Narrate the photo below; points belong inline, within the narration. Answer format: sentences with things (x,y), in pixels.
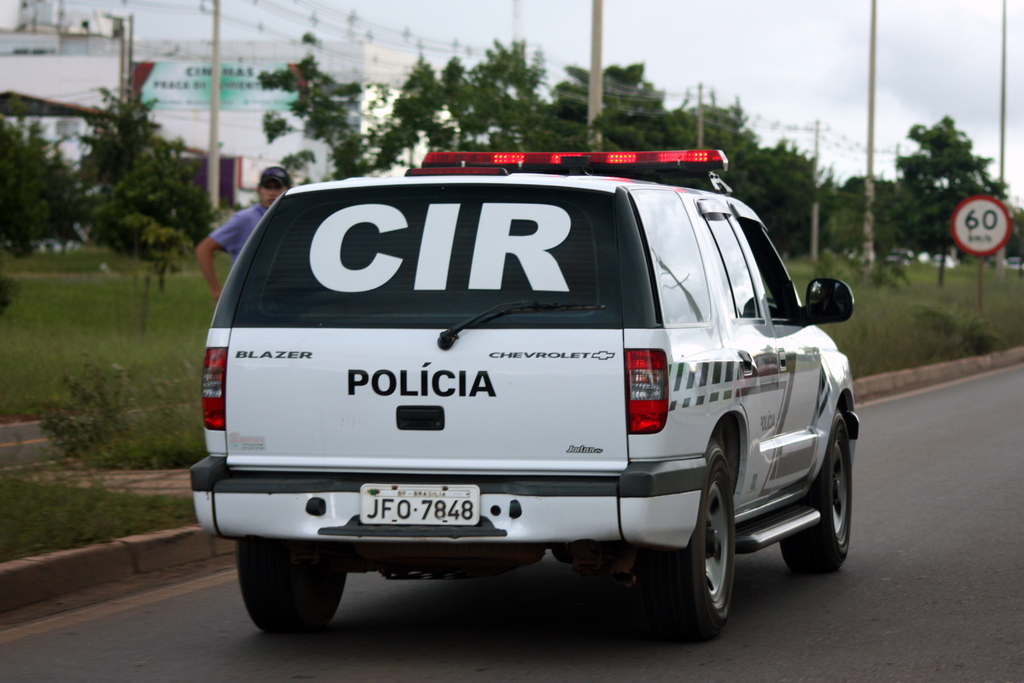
In this image there is a car (557,551) on the road (749,582) and we can see a person (254,227). In the background (200,229) there are trees (487,117), poles (215,26), wires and sky (780,121). On the right (1005,236) there is a sign board (978,239) and we can see a building (208,155).
